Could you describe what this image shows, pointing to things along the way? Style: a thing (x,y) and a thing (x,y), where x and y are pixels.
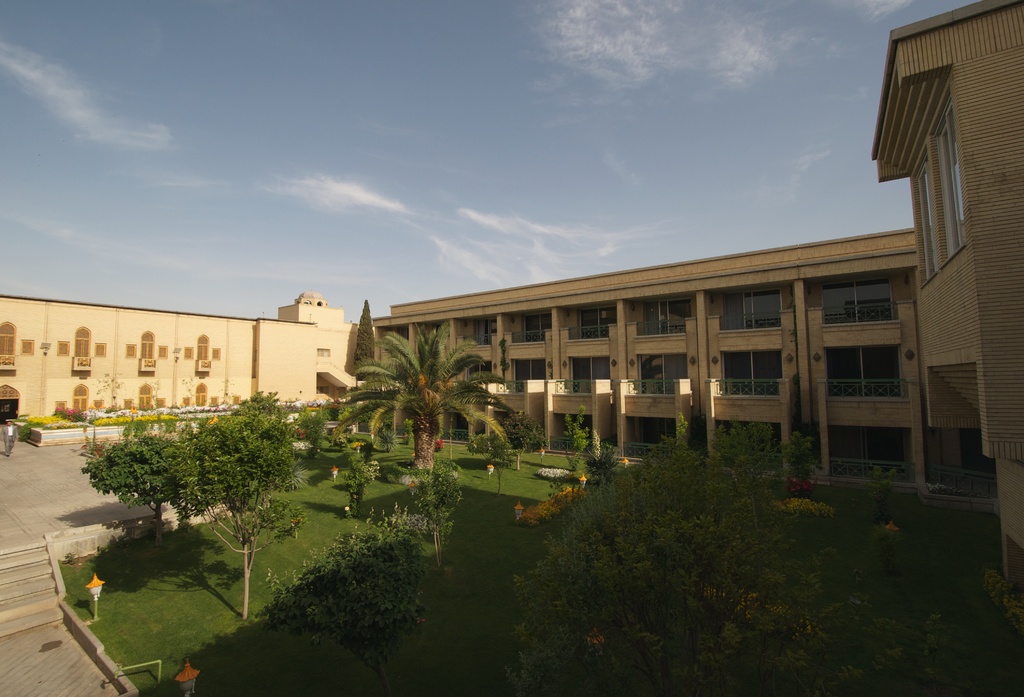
At the center of the image (432,378) there are trees (638,494). At the bottom of the image (460,668) there is grass (469,652). At the background of the image (556,448) there are buildings (934,459). At the top of the image (444,203) there is sky (340,96). At the left side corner of the image there is a staircase (5,627) and there is a person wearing grey color suit (12,450) at the left side of the image (10,455).
